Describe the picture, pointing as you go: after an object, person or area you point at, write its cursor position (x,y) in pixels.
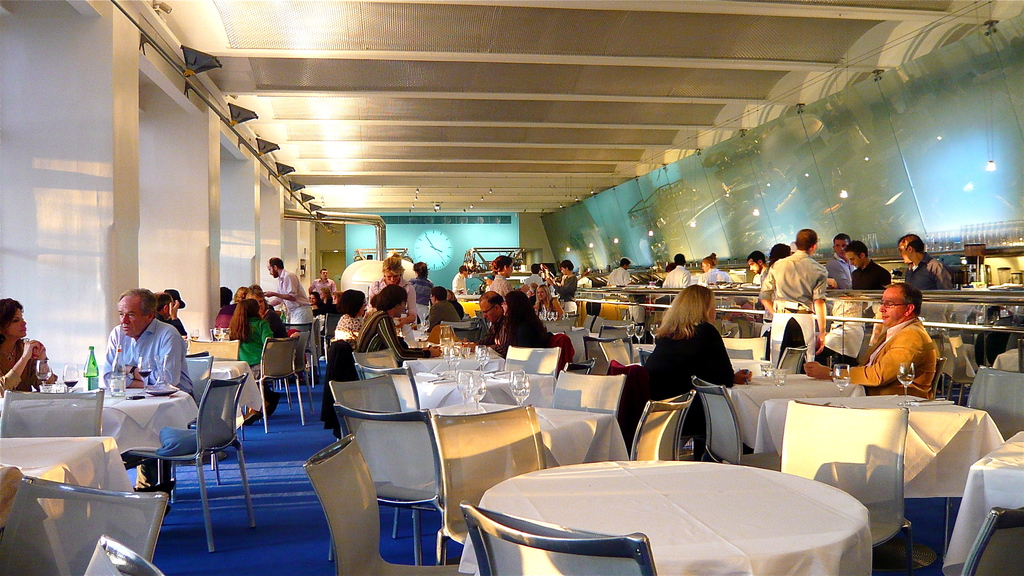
In this image, There are lot of tables (603,428) which are covered by a white color cloth (742,401), There are some people (683,291) sitting on the chairs (613,337), In the right side of the image (844,201) there is a glass (889,186), In the top of the image (675,119) is a roof (598,134) of cream color, And in the left of the image (173,197) there is a wall (97,198) of white colors.
